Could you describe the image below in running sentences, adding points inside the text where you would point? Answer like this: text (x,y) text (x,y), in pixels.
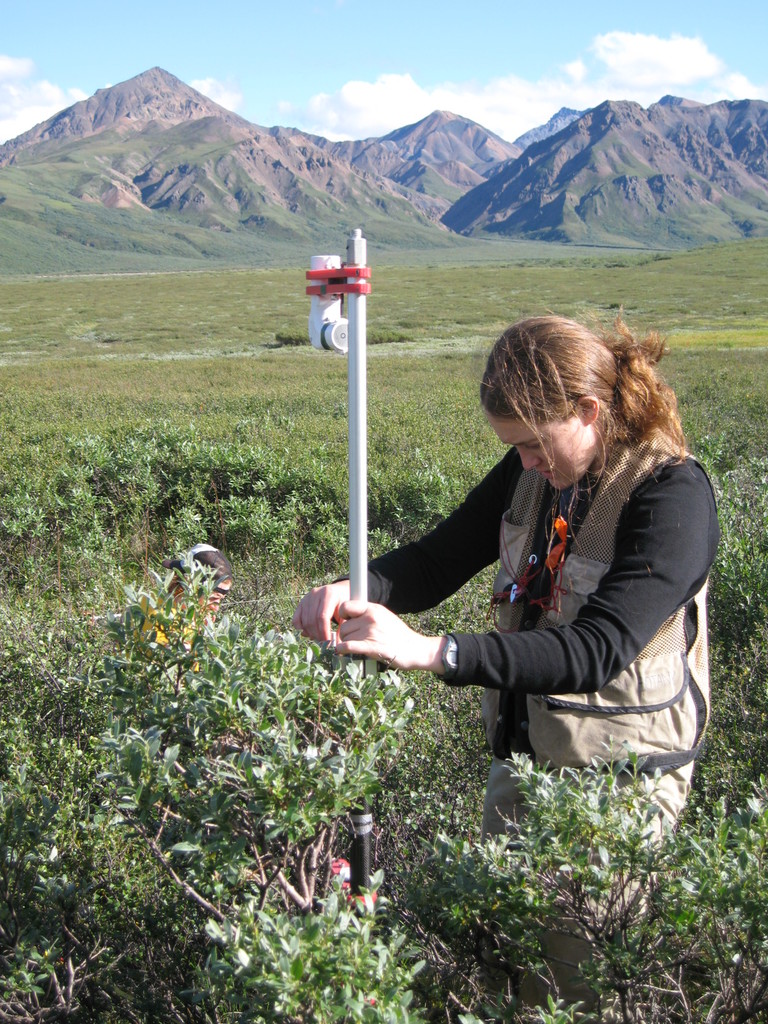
In the image I can see there is a lady (644,521) standing in the middle (494,544) and holding a pole (349,393), beside the plants (265,869) there is another girl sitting also there are mountains (672,112) at the back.
